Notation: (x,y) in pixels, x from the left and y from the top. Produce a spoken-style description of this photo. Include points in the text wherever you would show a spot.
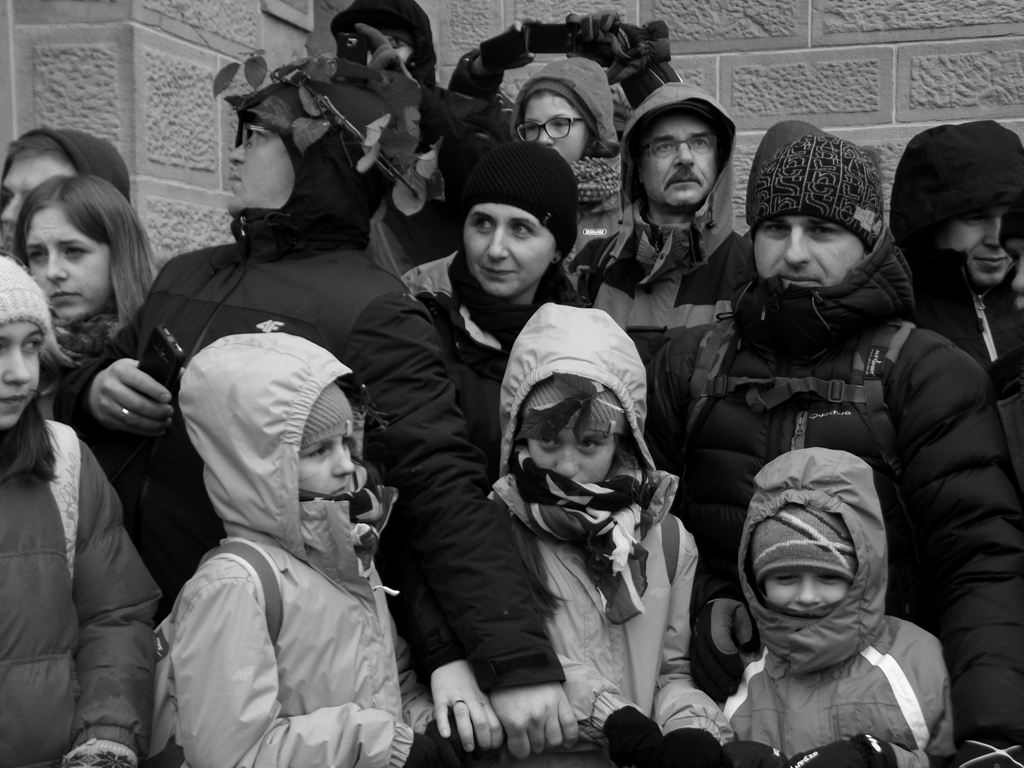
In this image we can see a group of people (513,360) standing in front of the wall (228,57), a person (183,313) is holding a cellphone (158,348) and few of them are holding a rope (584,737).
